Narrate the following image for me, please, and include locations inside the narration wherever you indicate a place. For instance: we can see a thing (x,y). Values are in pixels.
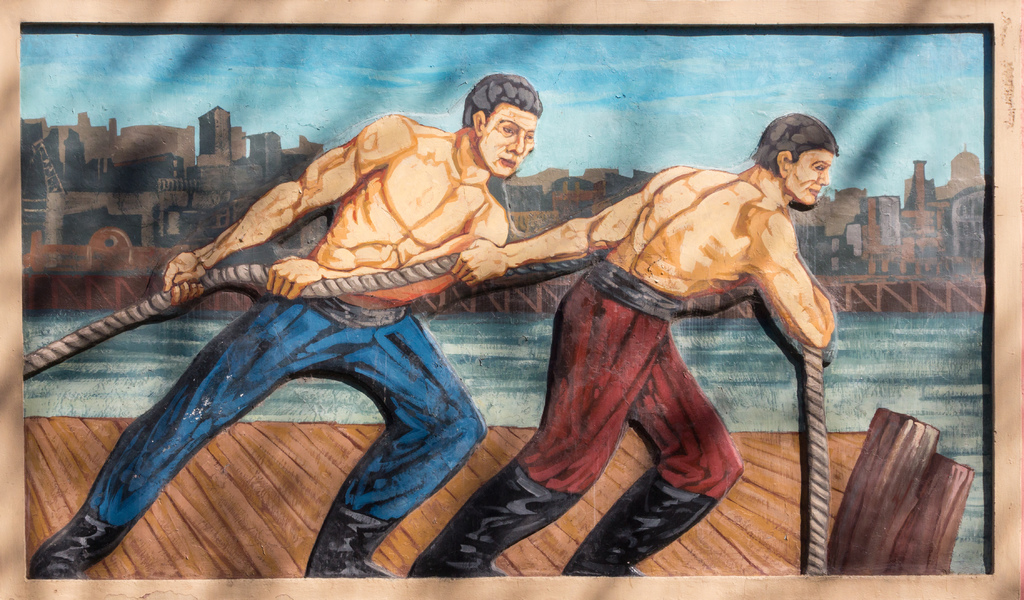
This looks like a painting. I can see two people (396,309) standing and pulling a rope (434,267). I think this is a wooden pathway (781,498). In the background (82,204), I can see the buildings (930,266). These look like the water (456,334). This is the sky (627,53).
